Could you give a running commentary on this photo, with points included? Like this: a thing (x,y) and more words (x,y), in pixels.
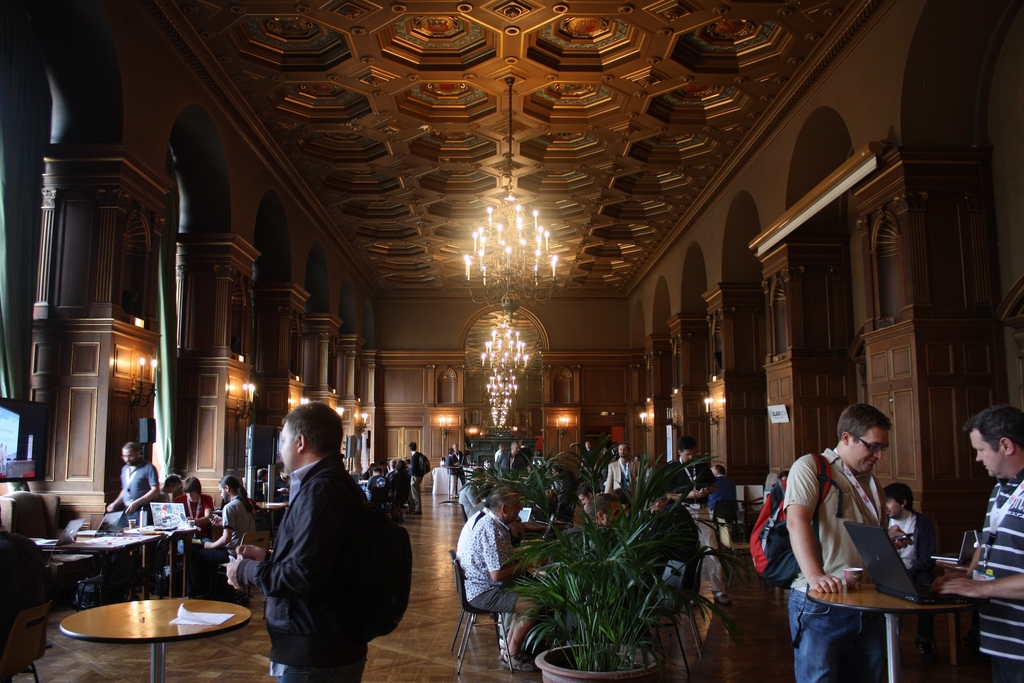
In this image, we can see a few people (474,588). We can see some chairs (136,566) and tables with some objects (168,519). We can see some pillars (284,295), arches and lights (512,271). We can also see the ground (444,598). There is a flower pot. On the right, there is a poster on one of the pillars (863,275).
